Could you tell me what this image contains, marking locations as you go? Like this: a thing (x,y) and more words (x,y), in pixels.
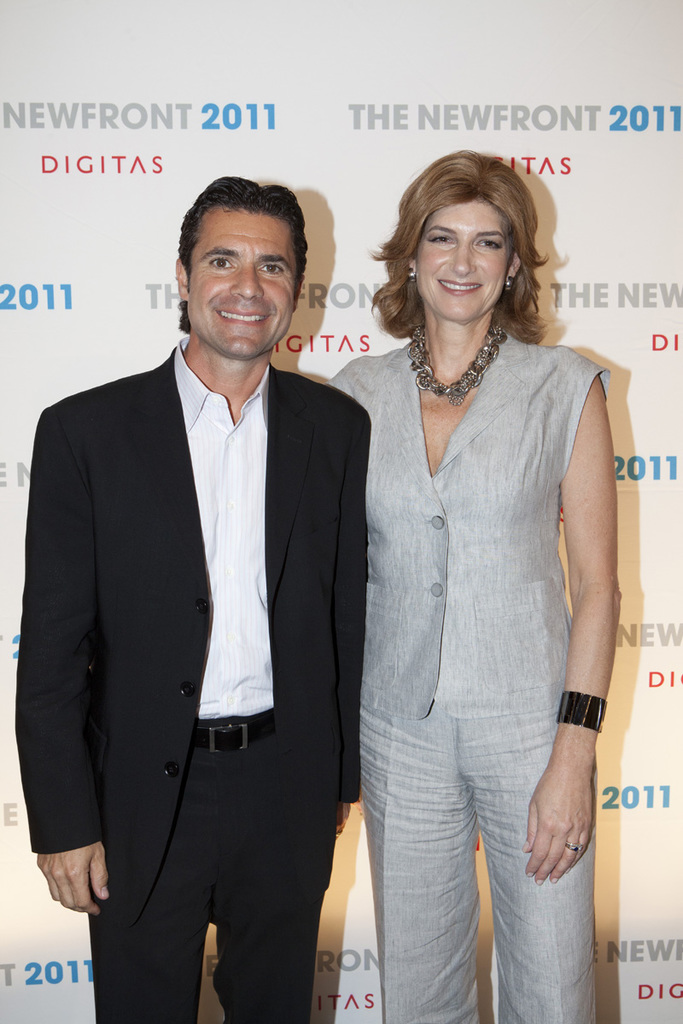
In this image a person (199,580) wearing a suit (171,752) is standing beside to a woman (460,624). Behind them there is a banner (627,806) having some text (647,298) on it.
